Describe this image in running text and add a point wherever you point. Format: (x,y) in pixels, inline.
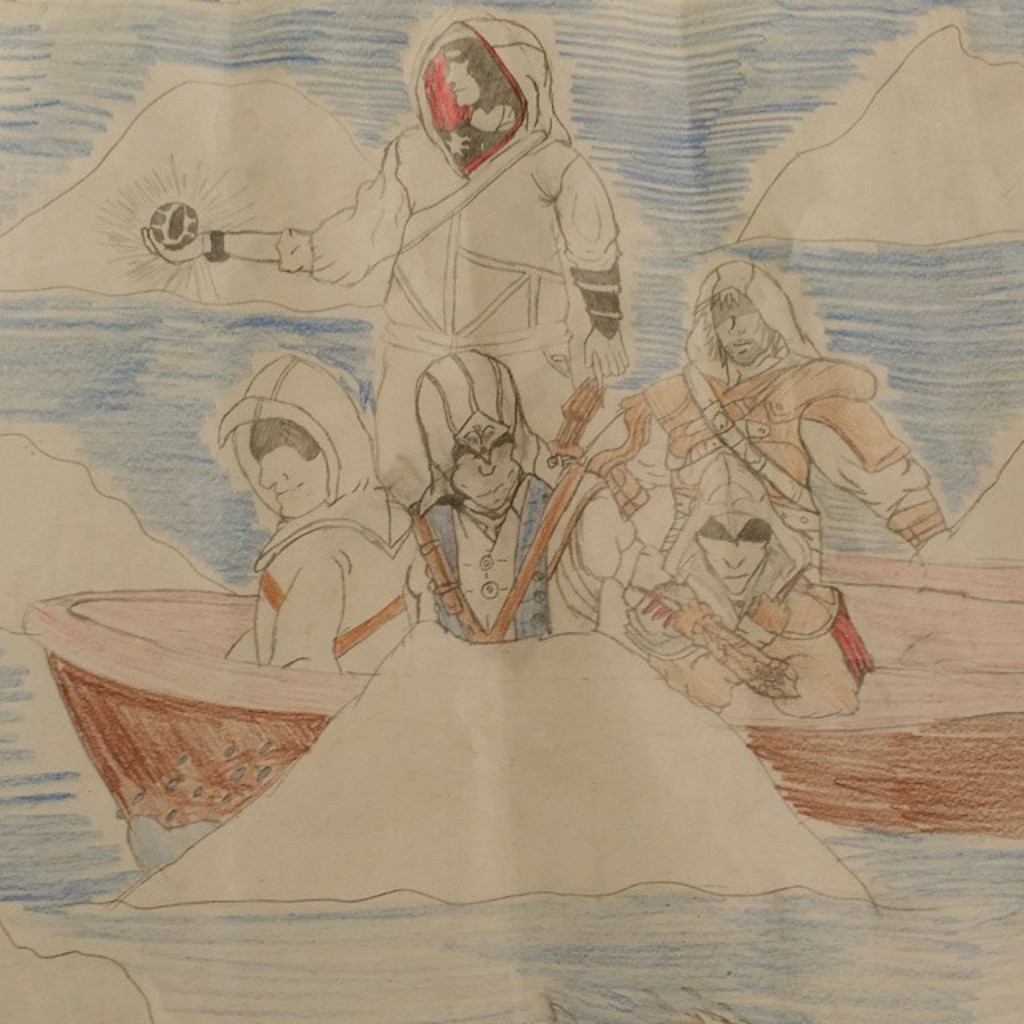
The picture is a drawing art. In this picture there are few people (531,498) in a boat like object (134,653).
